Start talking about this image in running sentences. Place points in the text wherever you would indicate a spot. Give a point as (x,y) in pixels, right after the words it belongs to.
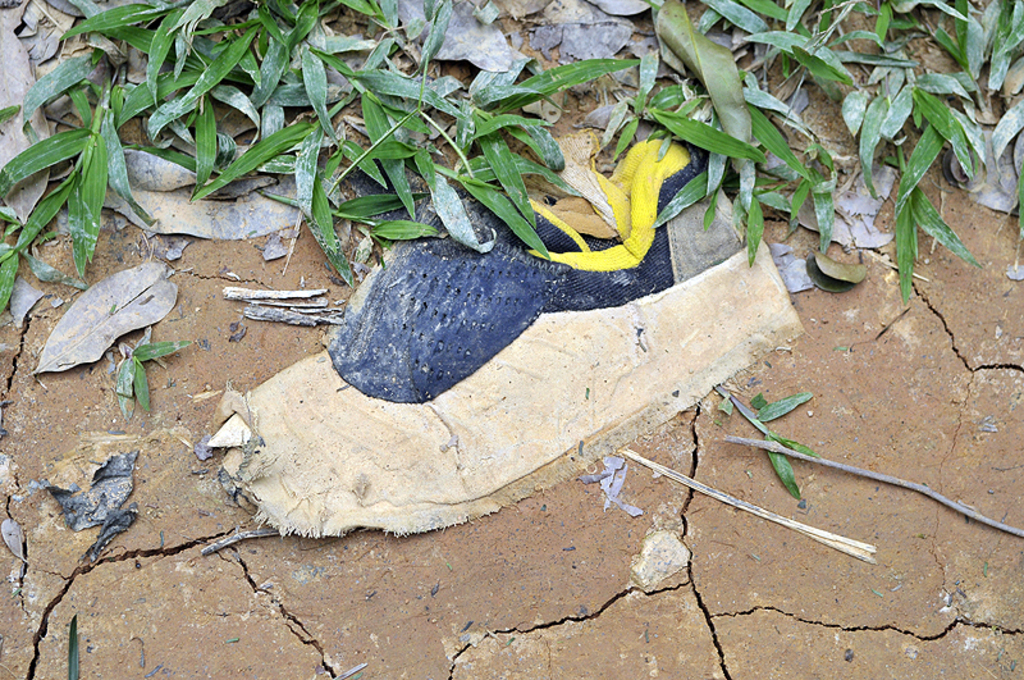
At the top of the picture (400,132) there are dry leaves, grass (406,113) and other objects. In the center of the picture (462,342) there is a shoe (406,430). At the bottom (284,575) it is dry land (618,545).
